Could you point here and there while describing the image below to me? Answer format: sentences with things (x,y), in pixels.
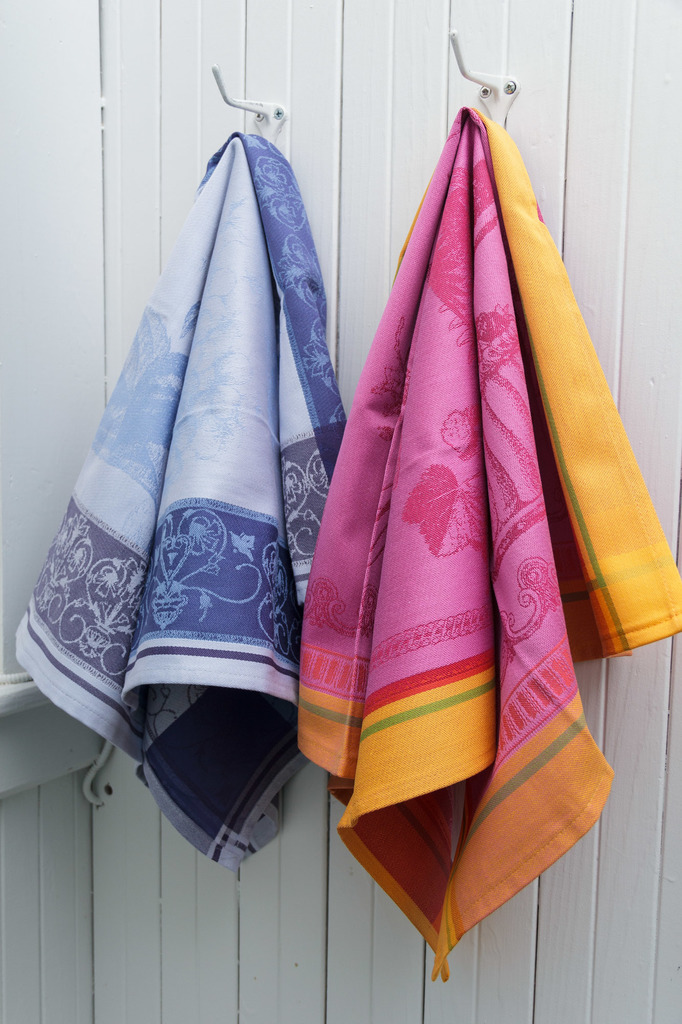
In this image we can see clothes (253,218) hanged to the hooks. In the background (188,155) we can see wall (519,107).
